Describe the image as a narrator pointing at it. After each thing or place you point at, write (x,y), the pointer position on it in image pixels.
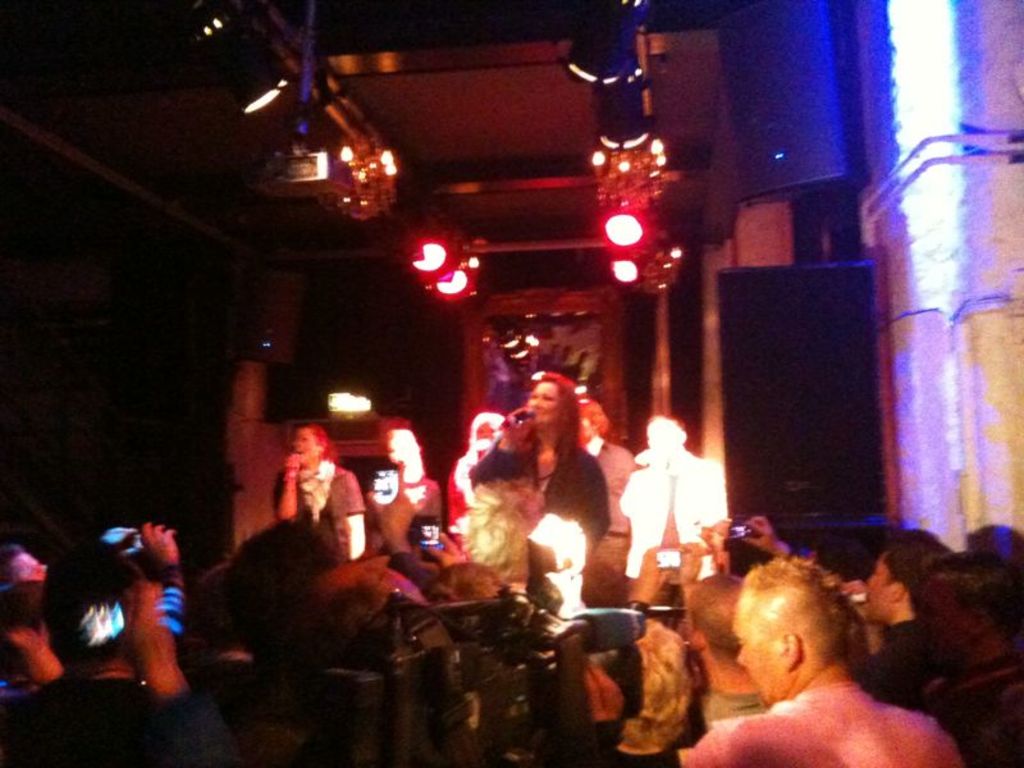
In this image we can see people (19,607), lights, and few objects (852,492). There is a dark background (80,504).
